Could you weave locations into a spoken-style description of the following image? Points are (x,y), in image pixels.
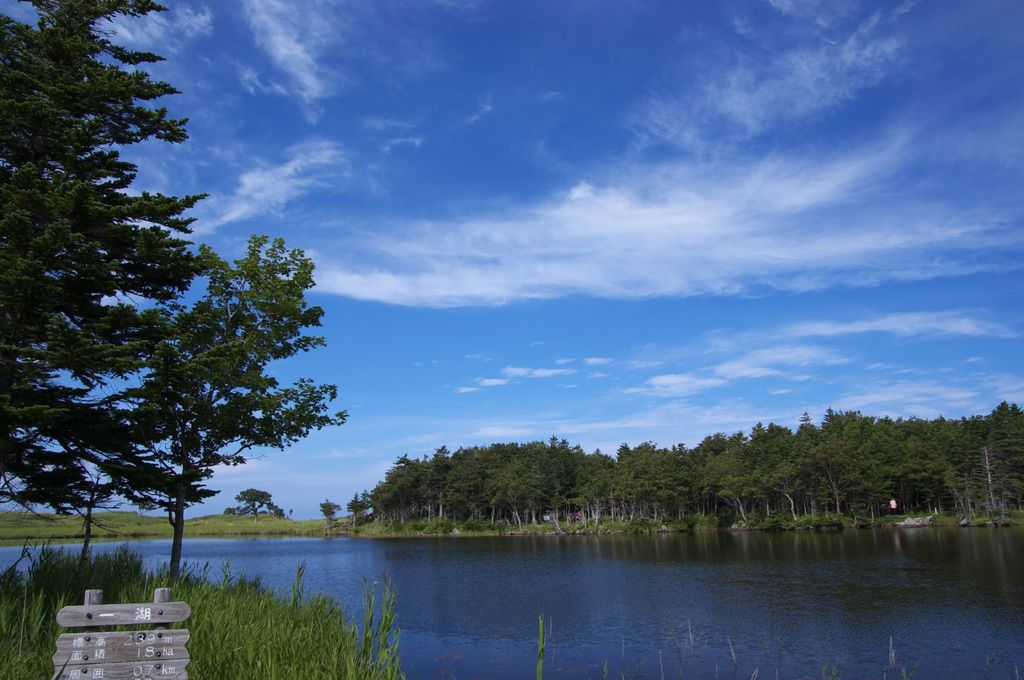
In this image there is lake (872,553), in the background (955,451) there are trees (940,461) and a blue sky (668,357), in the bottom left (160,588) there is a wooden board (137,668), on that there is some text (152,670).
